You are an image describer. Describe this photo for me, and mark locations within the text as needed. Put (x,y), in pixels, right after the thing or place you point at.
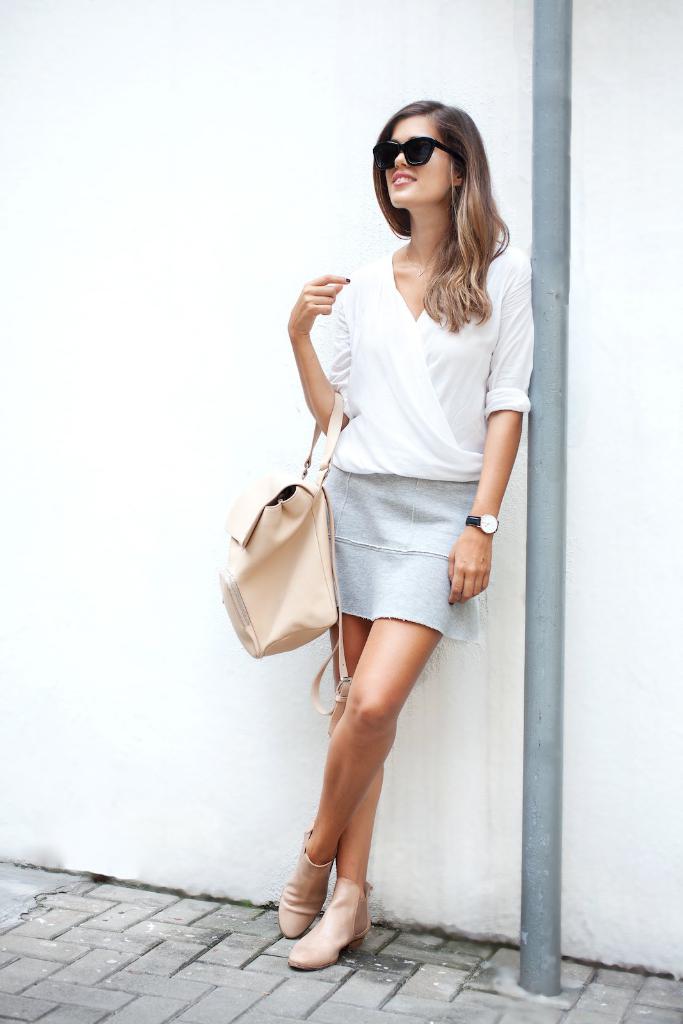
In this picture we can see a woman (375,605). She is leaning on to the wall (188,208). She has spectacles (417,156) and she is carrying a bag (287,611). And this is pole (543,836).
